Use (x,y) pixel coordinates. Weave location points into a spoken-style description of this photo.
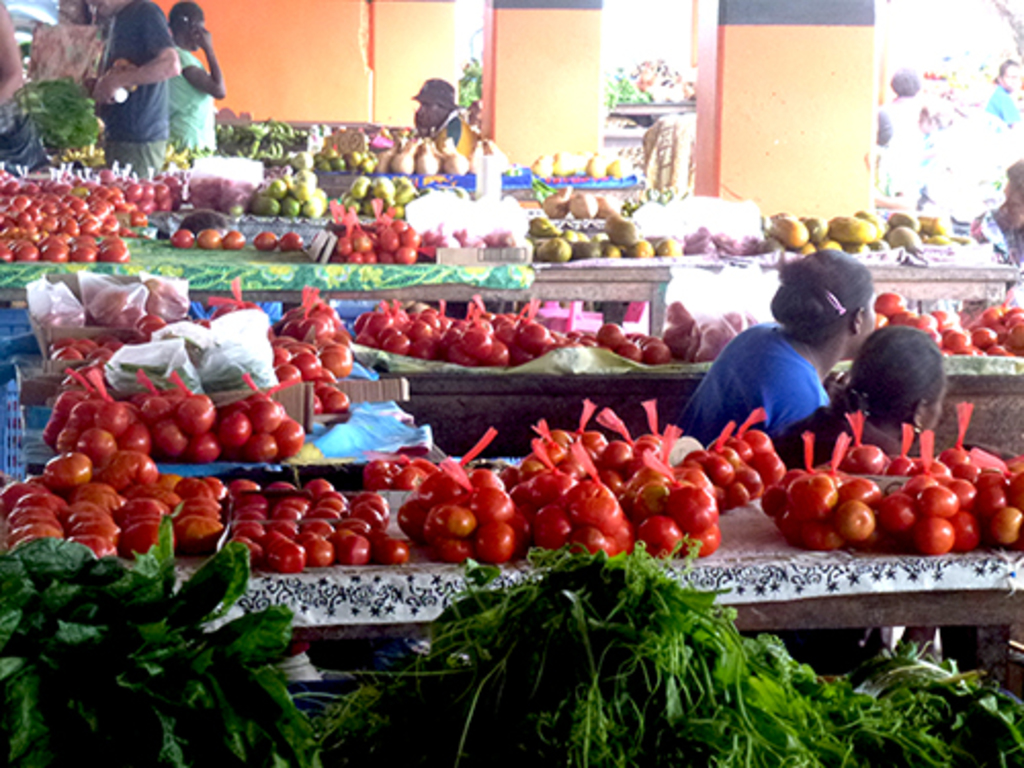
Left top of the image (95,87) there are few persons (203,79) standing. There are few tables (955,278) having fruits (930,491) on it. Bottom of the image (610,669) there are few leafy vegetables (804,758). Few persons (802,392) are behind the table (720,519). Right side (1017,195) there are few persons (906,136). Top of the image (863,97) there are few pillars (798,93).
